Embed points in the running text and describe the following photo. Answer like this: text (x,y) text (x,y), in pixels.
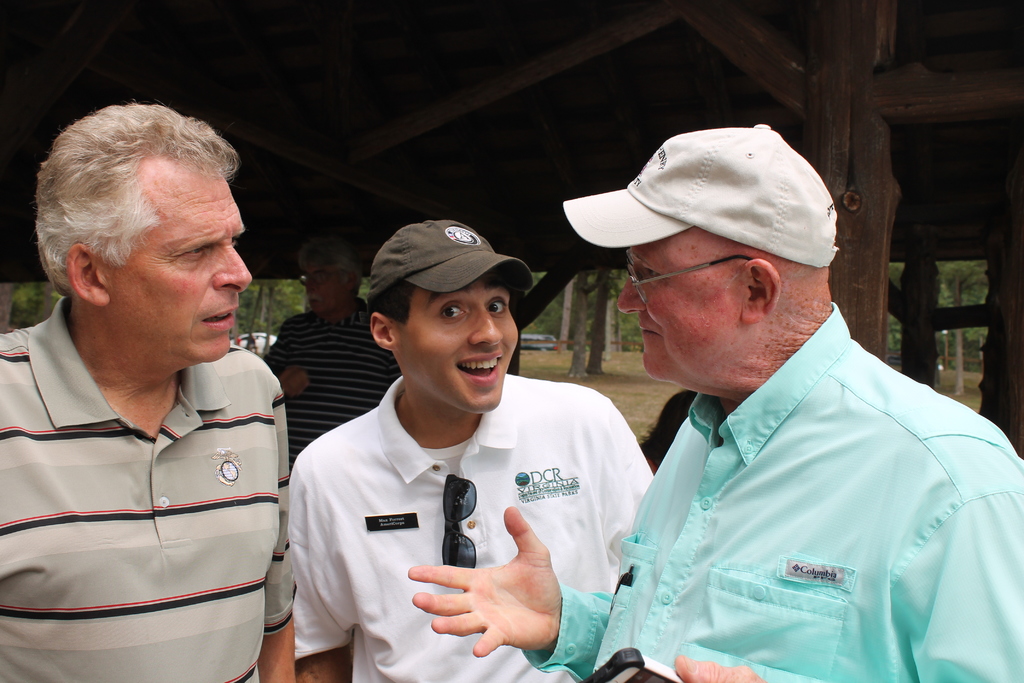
There are people (266,429) and these two people (582,422) wore caps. This is shed (538,122). In the background (620,338) we can see trees (568,310) and vehicles (528,339).
